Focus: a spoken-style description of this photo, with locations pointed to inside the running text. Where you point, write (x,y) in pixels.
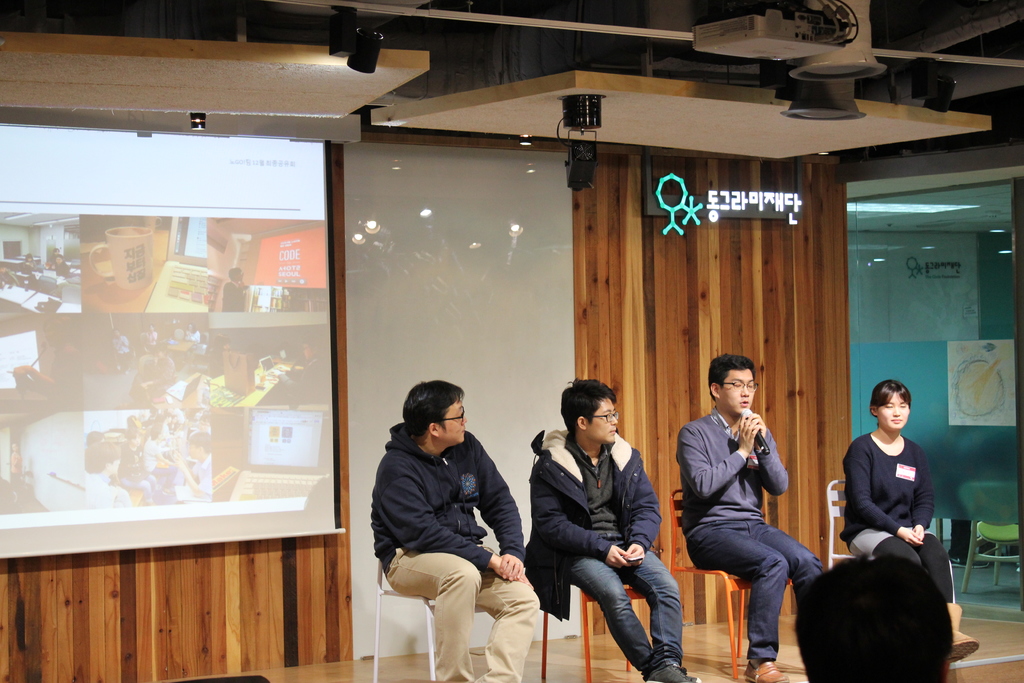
In this image on the right (882,530), there is a woman (885,528), she wears a t shirt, trouser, shoes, she is sitting and there is a man (749,643), he wears a t shirt (720,500), trouser (749,643), shoes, he is sitting, he is holding a mic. In the middle (586,455) there is a man (583,512), he wears a jacket (583,512), shirt (607,518), trouser (603,601), shoes (658,675), he is sitting and there is a man (427,540), he wears a jacket (427,540), trouser (443,600), he is sitting. On the left (76,500) there is a screen (113,516). At the bottom (810,656) there are people (845,651). In the background (859,318) there are lights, text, glass (891,314), chairs (996,569) and floor (970,587).
